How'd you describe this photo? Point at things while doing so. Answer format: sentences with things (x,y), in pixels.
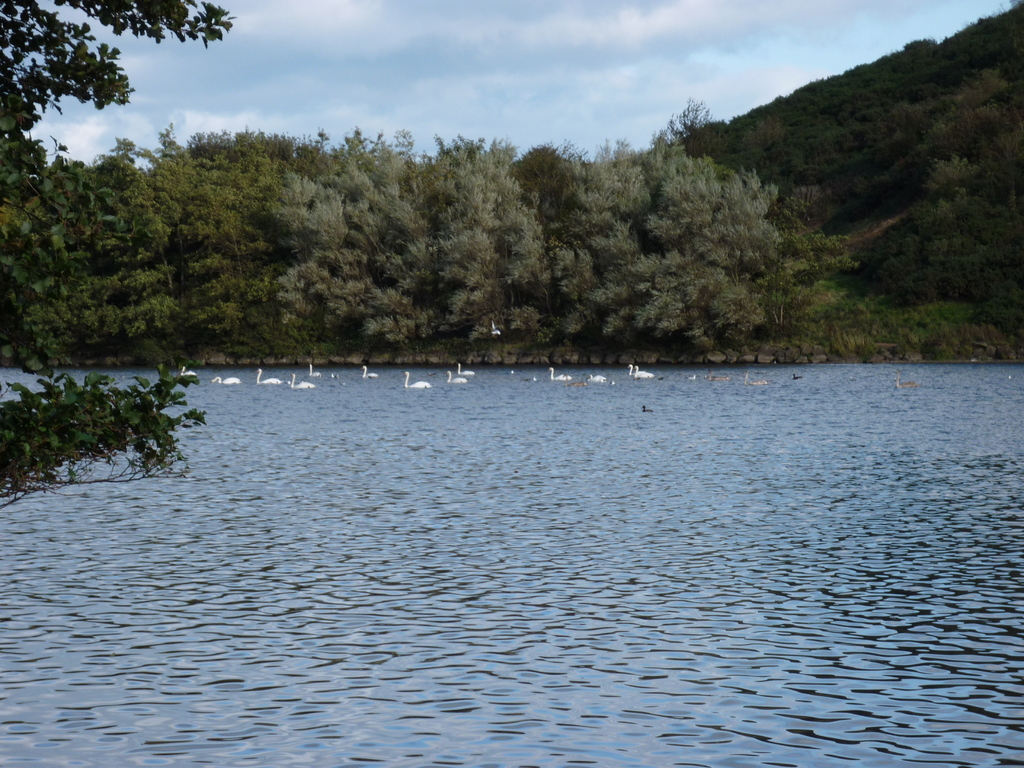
In this picture we can see birds (712,374) on the water (417,447), trees (650,245) and hill (850,237). In the background of the image (672,70) we can see the sky (641,81).
